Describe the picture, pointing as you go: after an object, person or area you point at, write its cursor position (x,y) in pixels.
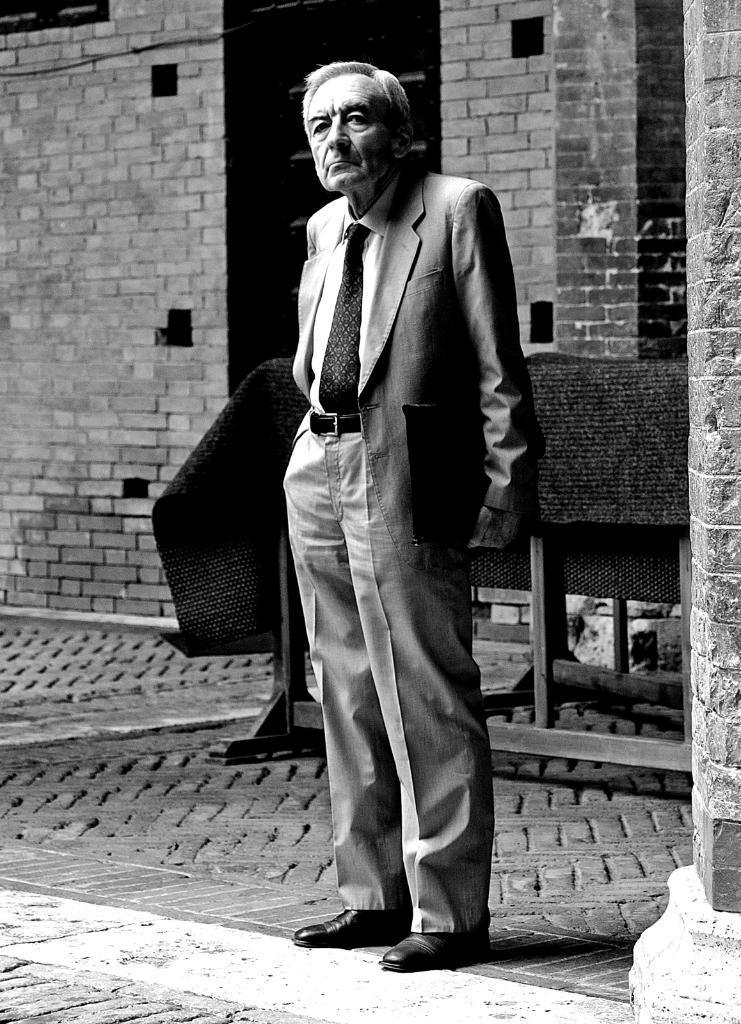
This image is a black and white image. This image is taken outdoors. At the bottom of the image (248,936) there is a floor (543,877). On the right side of the image (699,738) there is a pillar (722,185). In the background (57,263) there is a wall (116,113) and there is a table (637,754) with a tablecloth (592,451) on it. In the middle of the image (352,534) a man (368,519) is standing on the floor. He has worn a tie (357,343), a suit (403,361), a shirt (322,317) and a pant (389,605).
